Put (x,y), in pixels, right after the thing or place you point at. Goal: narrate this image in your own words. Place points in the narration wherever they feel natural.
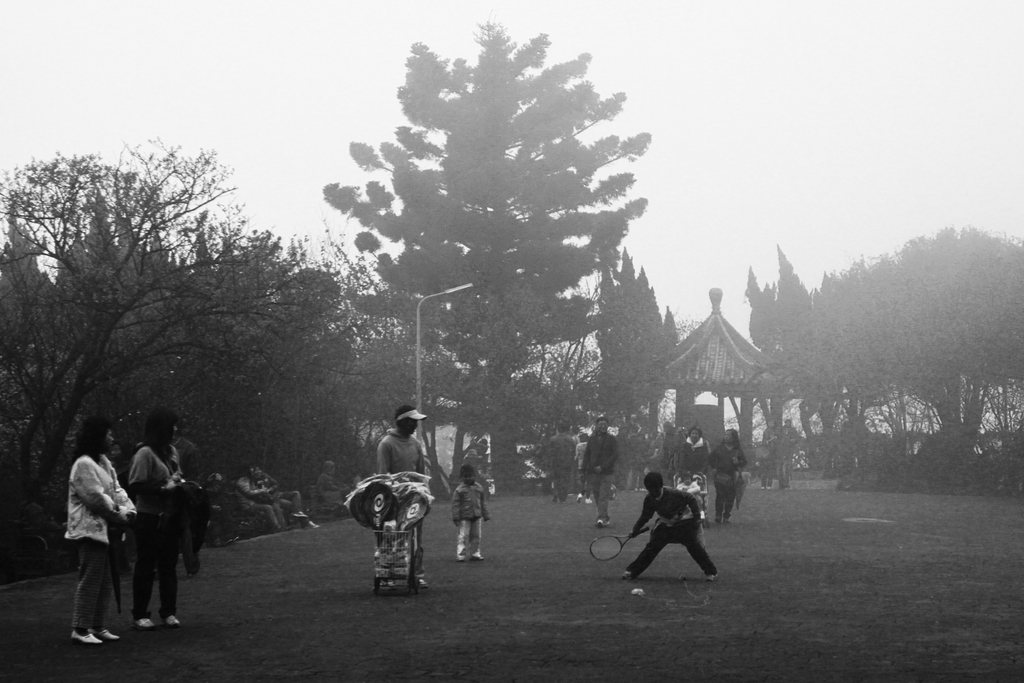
This is a black and white image. There are a few people (671,435). Among them, some people (275,482) are sitting. We can also see the ground (458,639) with some objects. We can see a pole (449,291) and a shed (722,359). There are a few trees (882,341). We can also see the sky (833,45).
